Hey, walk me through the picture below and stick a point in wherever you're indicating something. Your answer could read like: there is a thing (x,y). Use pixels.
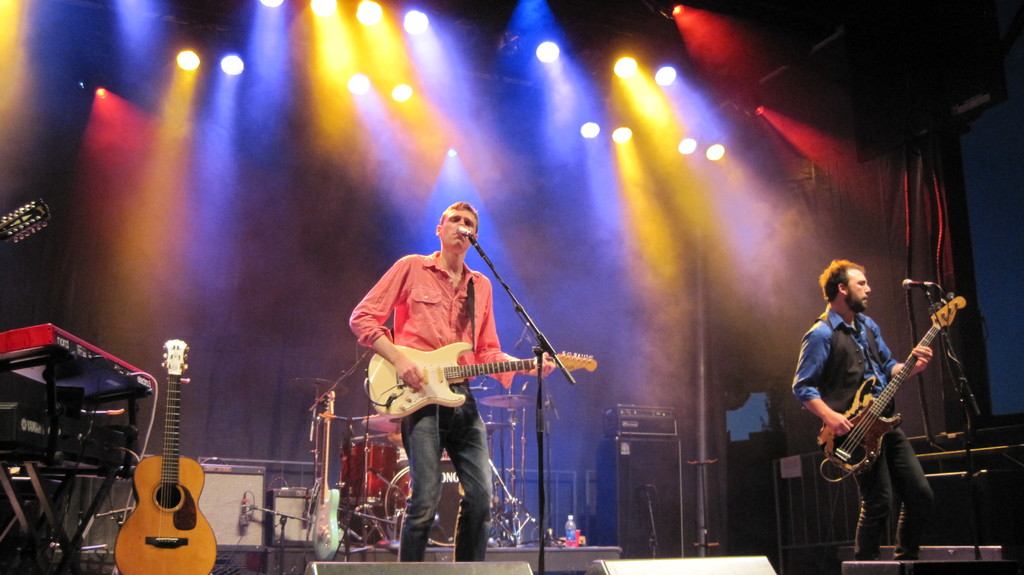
As we can see in the image, there are two people (834,394) standing on stage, holding guitar (887,426) in their hands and singing a song on mike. On the left side (155,523) there is another guitar (175,476). On the top (721,25) there are lights (549,47) and behind the person (412,453) there are few drums (363,481).
